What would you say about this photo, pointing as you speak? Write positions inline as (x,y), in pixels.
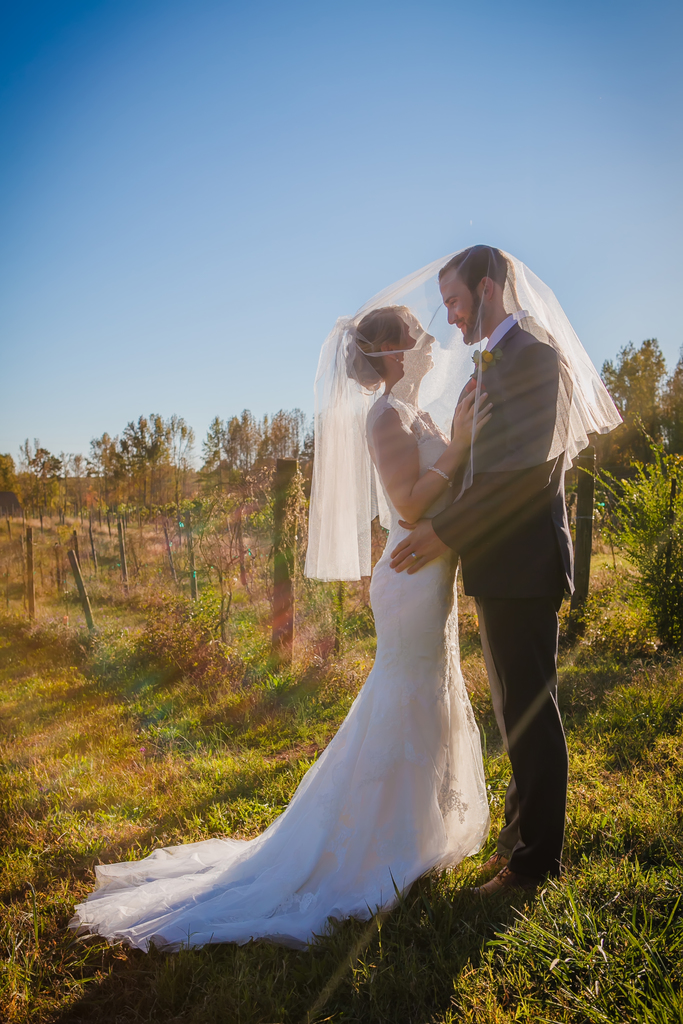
In this picture, we can see a bride (449,560), bride groom (474,375), we can see the ground (295,780) with grass (231,779), trees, and plants (305,658) we can see some poles (278,582), and the sky (319,229).
